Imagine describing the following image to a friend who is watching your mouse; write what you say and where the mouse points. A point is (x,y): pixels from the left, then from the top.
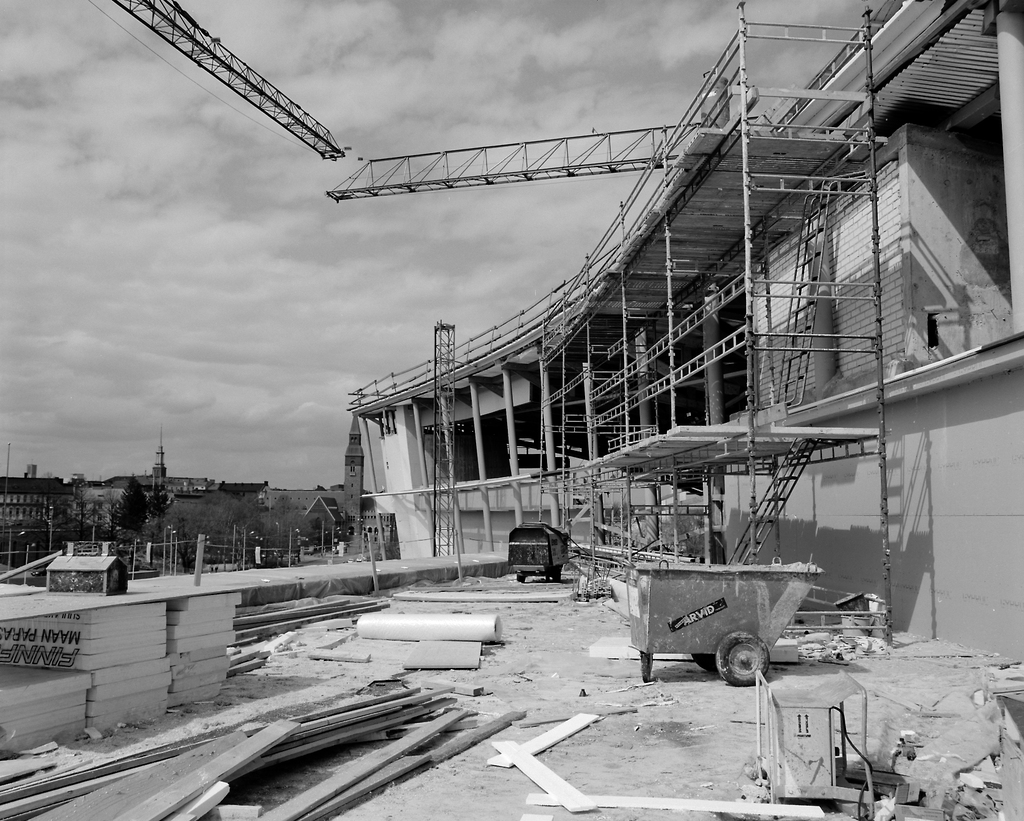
In this image we can see a cloudy sky (349,300), crane towers (604,162), rods (755,412), poles (753,398), trees (188,544), vehicle (528,547), cart (676,603), walls (891,277) and things (175,677).
